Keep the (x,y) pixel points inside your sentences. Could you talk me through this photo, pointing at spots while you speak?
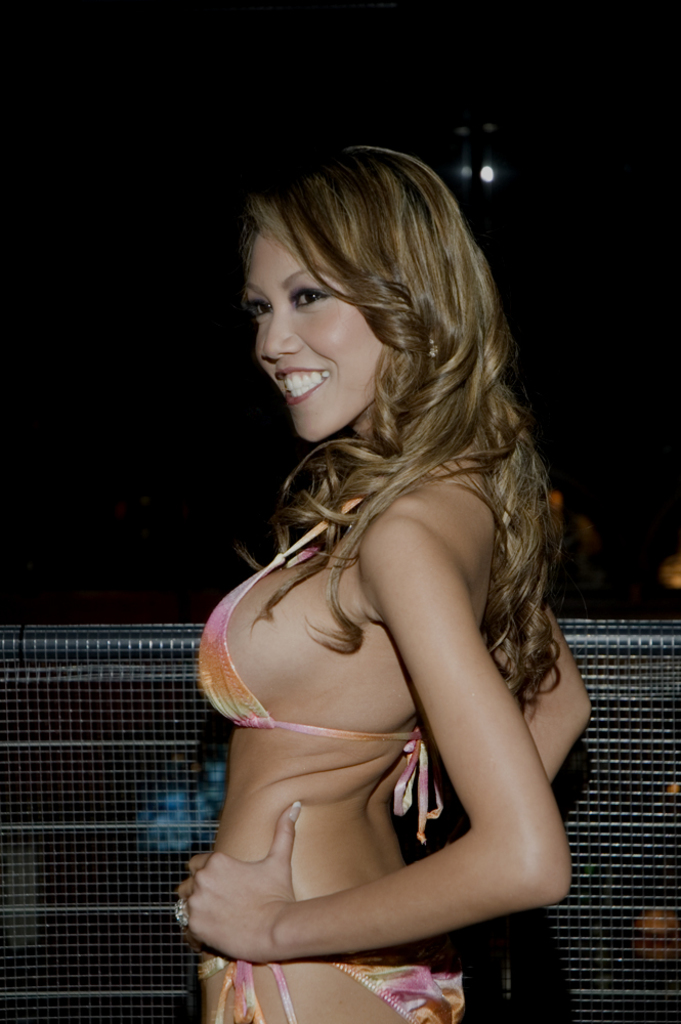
In this image there is a person (407,528) standing, there is a fence (75,646) truncated, there is a light (492,165), the background of the image (478,185) is dark.
